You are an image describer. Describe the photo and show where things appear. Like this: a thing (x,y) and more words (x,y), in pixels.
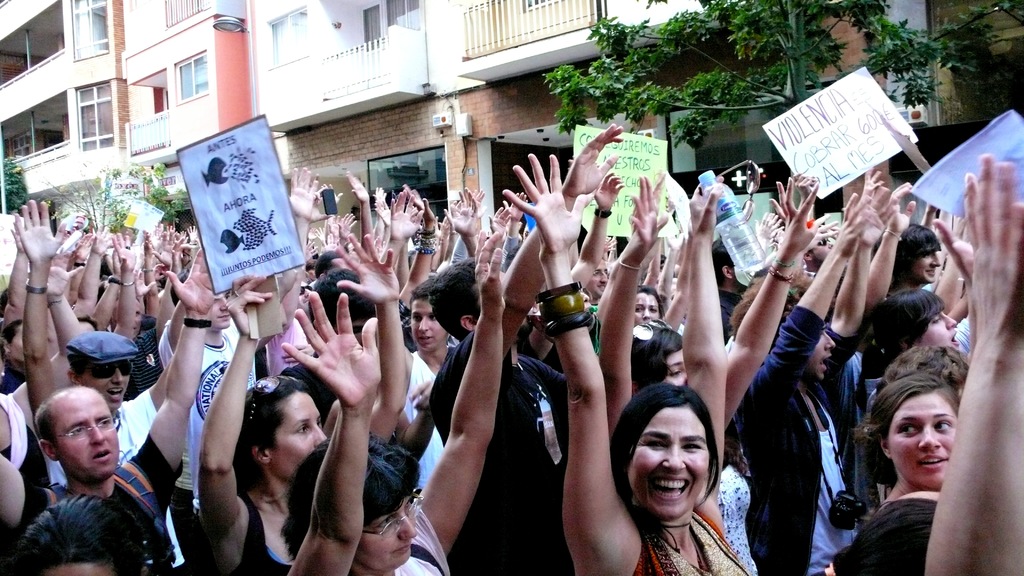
In this image we can see a building (381,101), there is a balcony (381,101), there are group of people (375,204) standing and holding a placards (821,185) in the hand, there is a tree (684,30).
